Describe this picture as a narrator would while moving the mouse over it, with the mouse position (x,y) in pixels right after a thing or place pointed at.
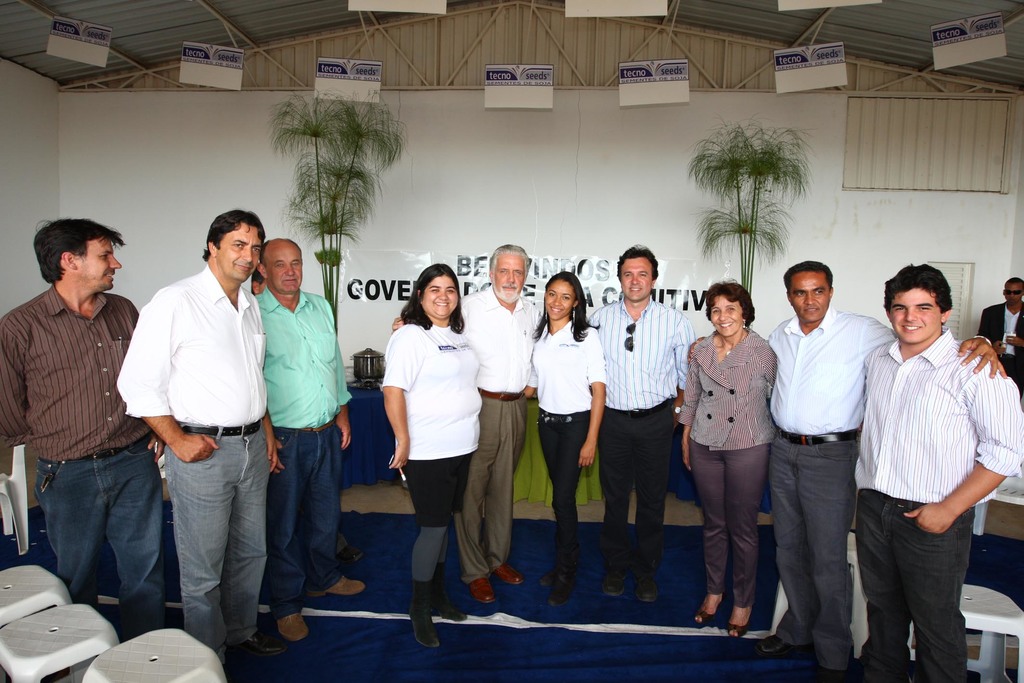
In this image there are a group of people (604,436) standing, and also there are some stools (31,585), chairs (15,509). And in the background (323,270) there are plants (760,165), boards (992,28) and some objects (363,376), table (357,393), curtains (375,453). At the top (69,14) there is ceiling (778,36).
